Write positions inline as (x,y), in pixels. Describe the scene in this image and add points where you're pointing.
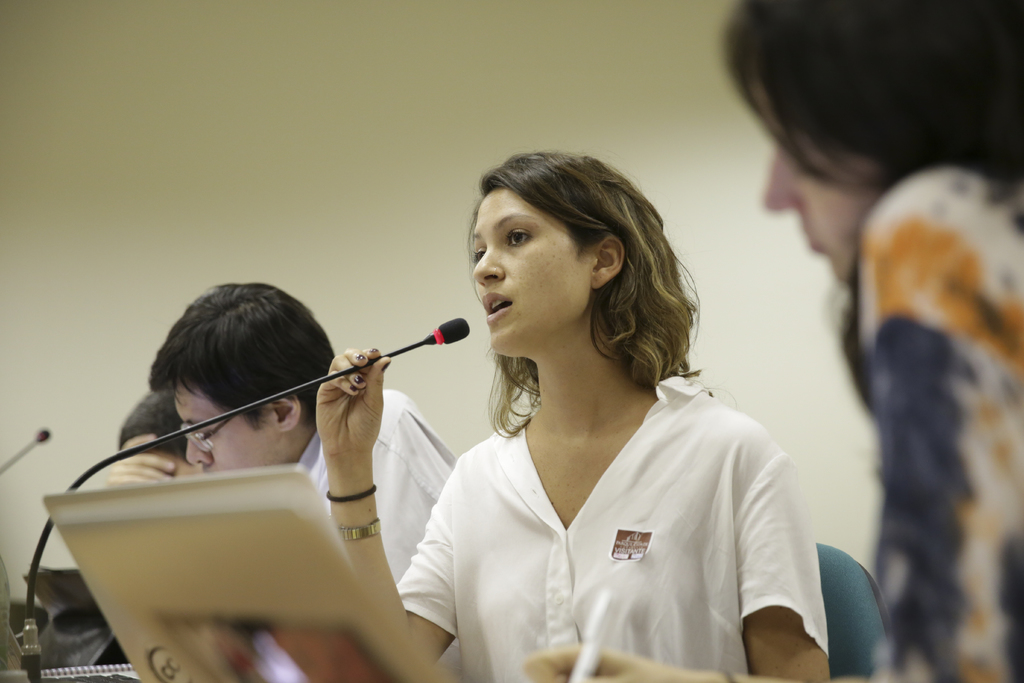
In this image I see a woman (529,385) who is wearing white shirt (472,494) and I see that she is holding a mic (445,330) and I see a man (210,395) over here and I see a thing (269,531) over here. I see that this woman (537,418) is sitting on a chair (824,552) and I see a person (979,74) over here who is holding a pen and I see another mic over here. In the background (46,361) I see the wall (46,361).
